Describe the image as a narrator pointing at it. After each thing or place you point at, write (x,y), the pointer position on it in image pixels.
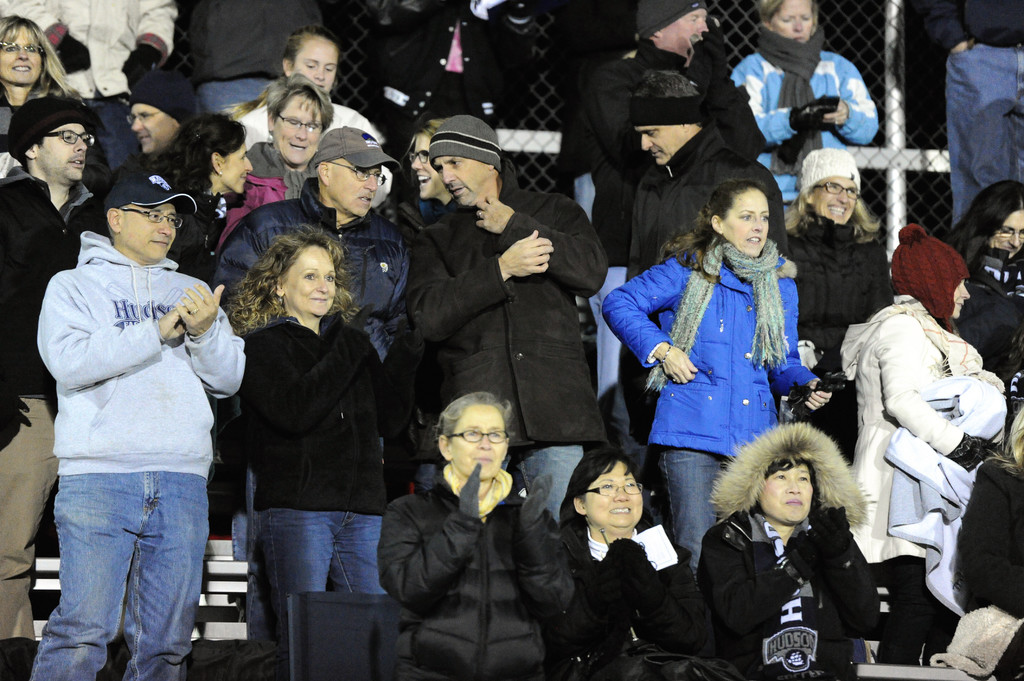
In this image, I can see a group of people (621,326) standing. At the bottom of the image (330,633), I can see an object (374,600). In the background (907,155) there is a fence (914,103).
